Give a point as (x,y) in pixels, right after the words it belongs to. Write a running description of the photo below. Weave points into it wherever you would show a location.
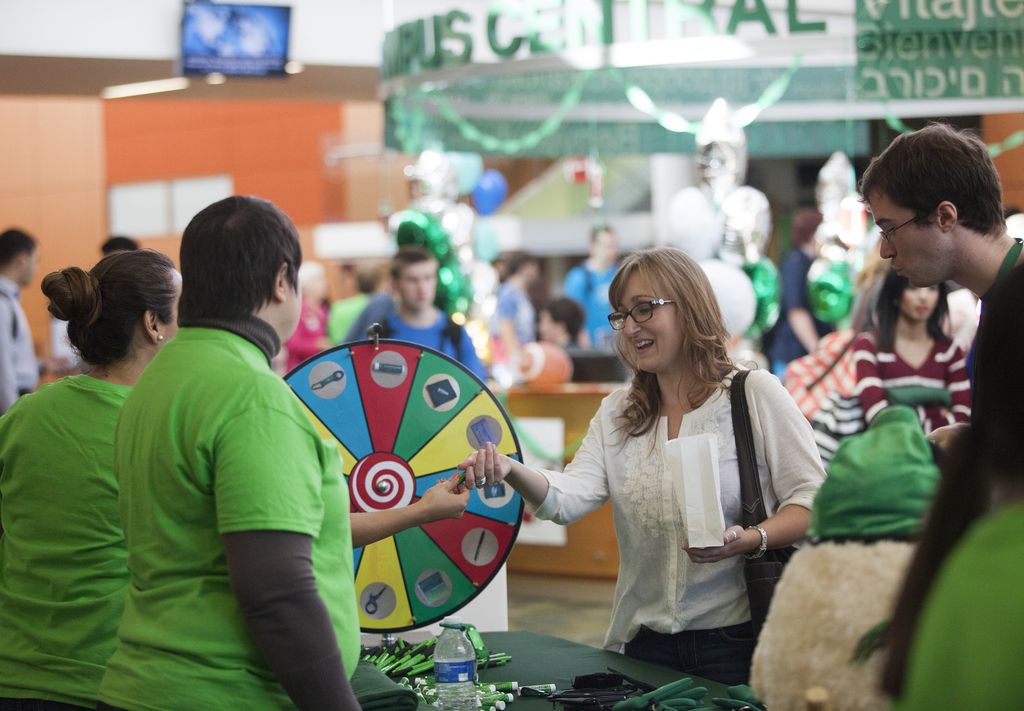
In this picture we can observe two members (69,594) wearing green color T shirts (105,482). One of them was a woman (108,395) and the other was a man (136,423). There are some people (728,482) standing in front of this table (541,650). We can observe a woman (658,546) wearing white color dress (654,490) and spectacles (637,318). She is smiling. In the background (384,269) there are some people (16,239) standing. There is an orange color wall (136,147) and a screen (211,49) fixed to this wall (237,145).
